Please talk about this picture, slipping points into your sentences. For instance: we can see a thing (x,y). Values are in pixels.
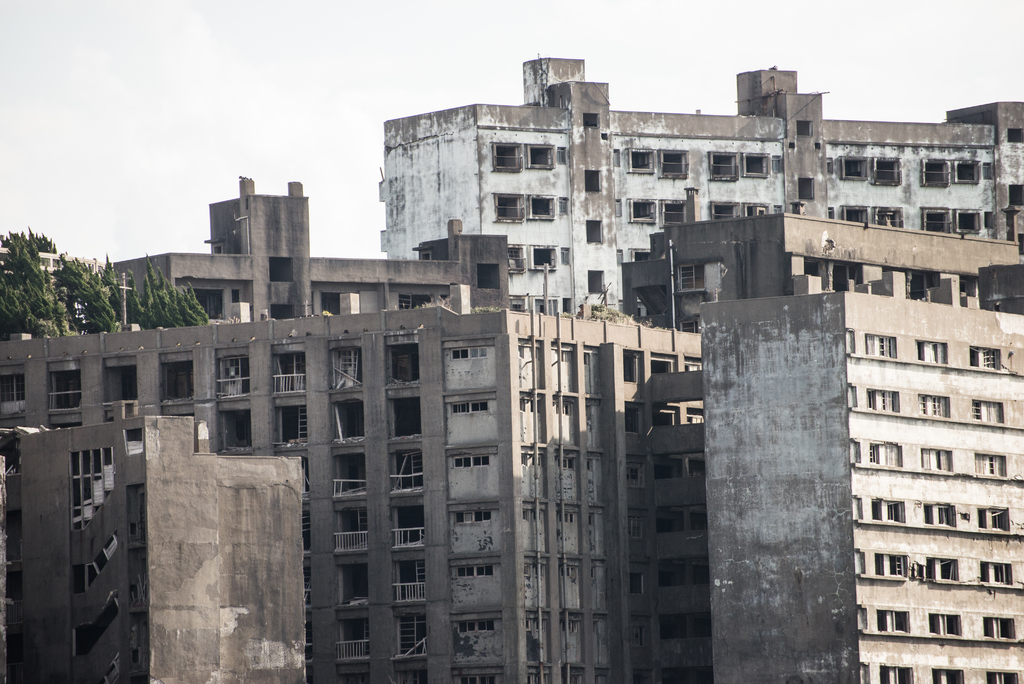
In this picture I can observe buildings (541,340). On the left side (140,317) there are trees (115,281). In the background (163,104) there is sky (443,27).
